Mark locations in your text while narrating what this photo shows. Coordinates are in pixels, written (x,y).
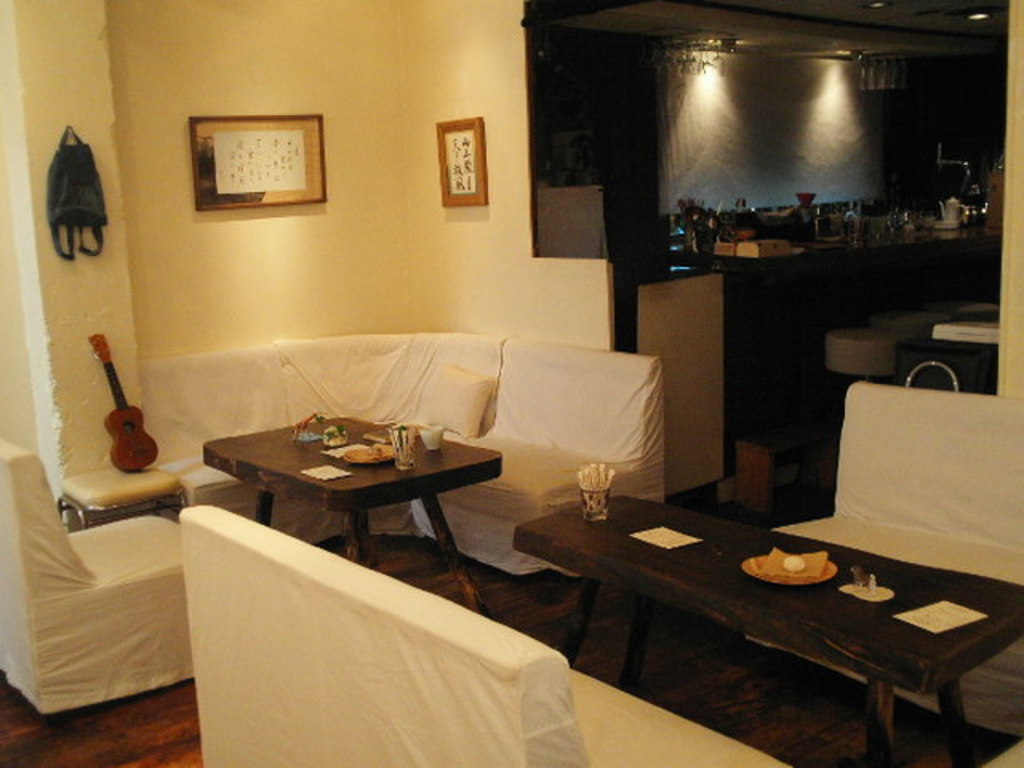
In this image we can see chairs (532,425), tables (239,448). There is a wall (294,225) with photo frames (266,136). There is a platform (693,274) on which there are objects (694,212). At the bottom of the image (104,724) there is wooden flooring (109,717).
